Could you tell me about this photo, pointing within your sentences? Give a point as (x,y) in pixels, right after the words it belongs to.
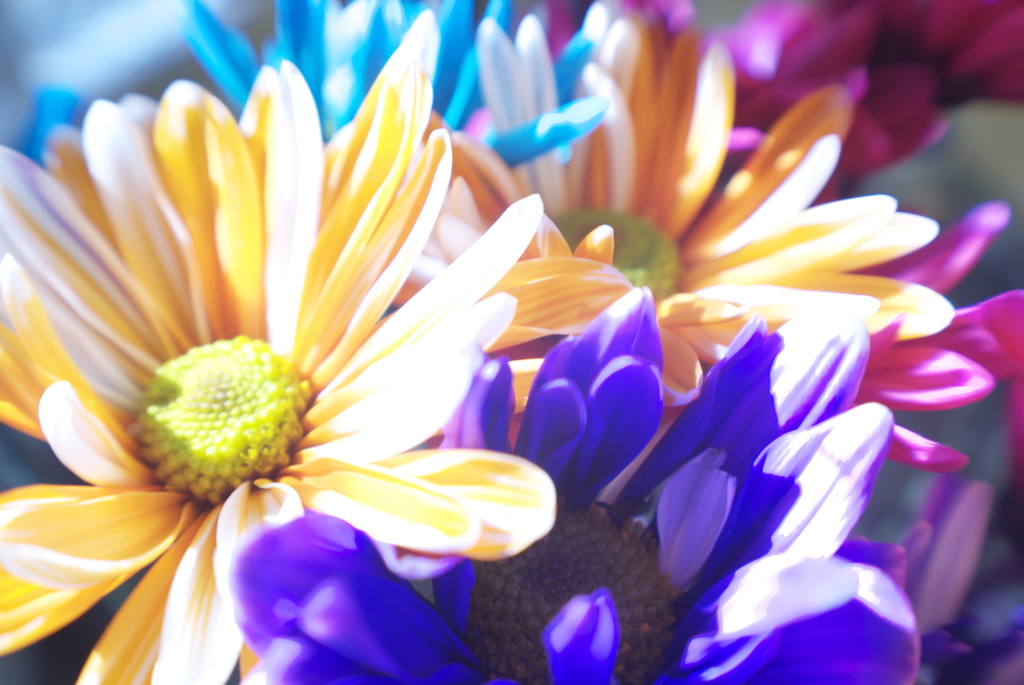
In this picture we can see different colors of flowers (490,354) and in the background (76,24) it is blurry.
